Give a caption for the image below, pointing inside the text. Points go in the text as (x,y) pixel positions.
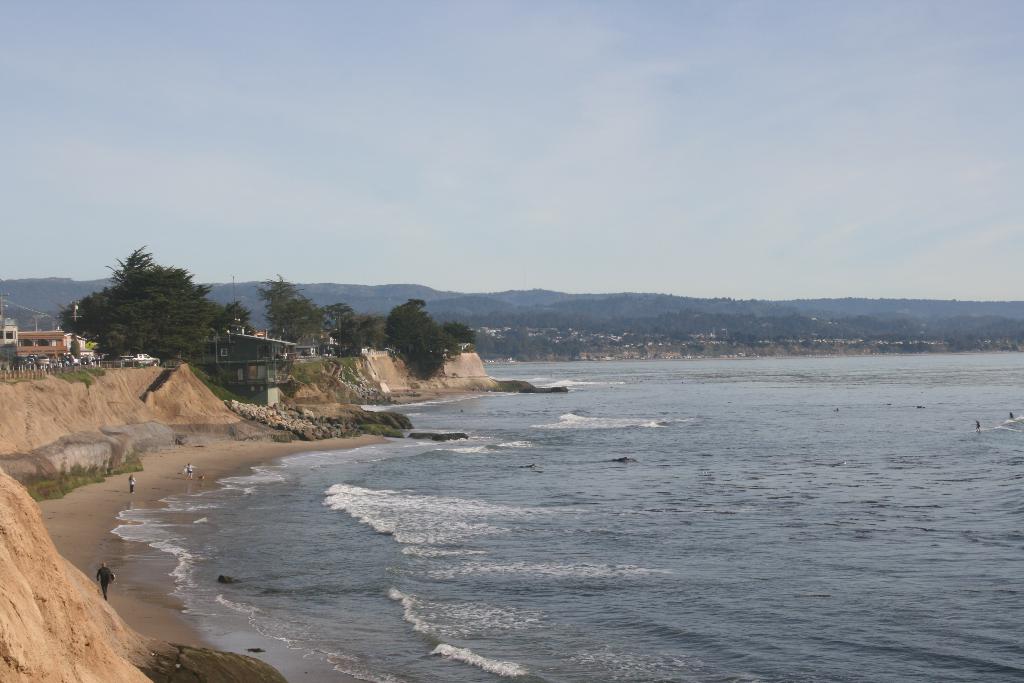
This image is taken outdoors. At the top of the image (171,121) there is a sky (388,204) with clouds (624,160). On the right side of the image (850,493) there is a sea (835,527) with waves (455,553). In the background (639,320) there are a few hills (652,317) and there are many trees (750,328) and plants (339,358). On the left side of the image (176,315) there are a few houses (43,332) and trees (189,331) on the hill (129,426) and a few people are walking on the ground (195,474).
